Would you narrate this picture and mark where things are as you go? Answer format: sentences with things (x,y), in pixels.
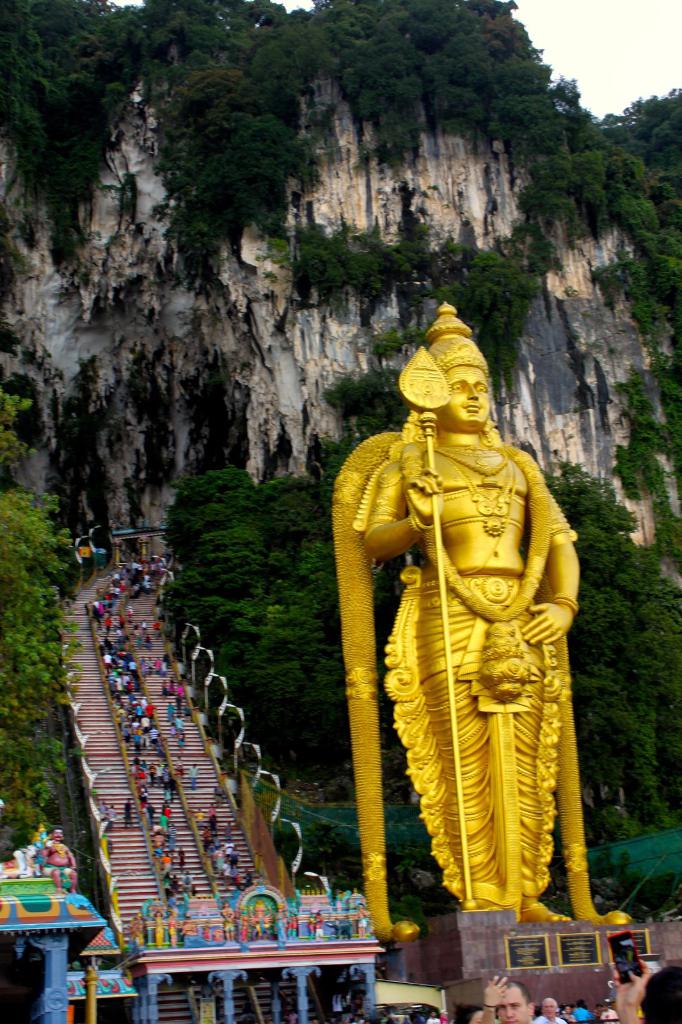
There is a statue (445,603) with a golden color on a stand (504,924). In the back (149,905) there is a entrance (199,917) with some statues (191,920). In the background (95,754) there are steps (125,781) with railings (160,723). On that there are many people (137,671). Also there are trees (247,223) and rock hill (111,340) in the background (327,171).
